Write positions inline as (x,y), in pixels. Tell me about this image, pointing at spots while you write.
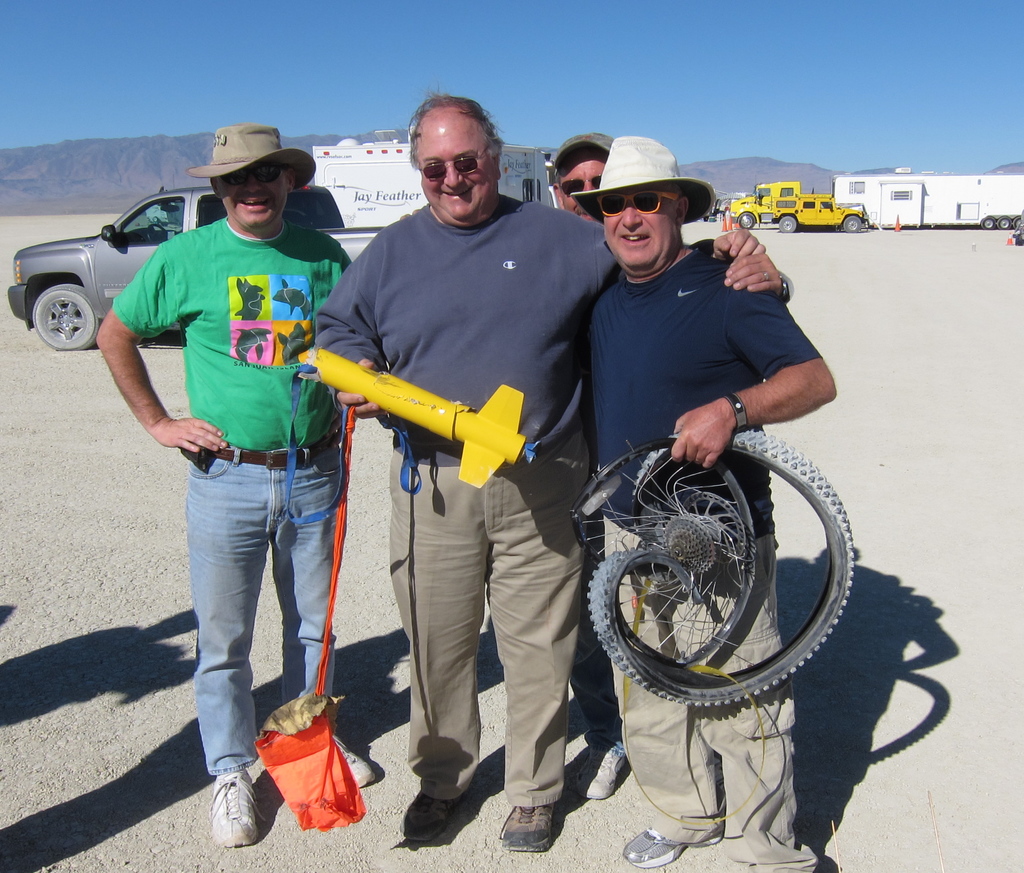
In this image, we can see four people (333,245) are standing on the ground (845,682). Few are holding some objects (335,767). Background (92,263) we can see few vehicles (77,241), mountains (84,165). Top of the image (618,109), there is a clear sky (564,31). Here we can see these people (400,237) are smiling.
